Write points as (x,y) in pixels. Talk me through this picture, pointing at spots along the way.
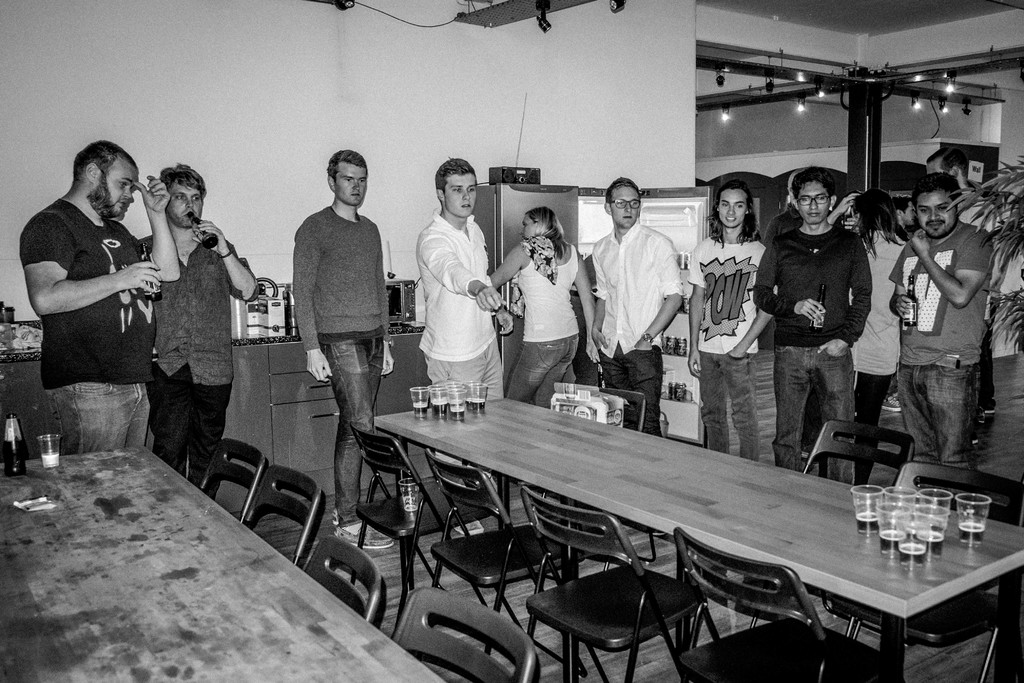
In this image there is a room (556,170) where in the right side (712,408) there are some group of people (715,225) standing and at the left side (339,456) there are some group of people (35,276) standing and in the middle (500,411) there is a table (541,411) which contains of some glasses (866,499) and some chairs (702,671) and at the back ground (570,221) there is a fridge (523,201) and a radio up of the refrigerator (556,187) and there are some focus lights (803,100) attached to the poles (924,91).
